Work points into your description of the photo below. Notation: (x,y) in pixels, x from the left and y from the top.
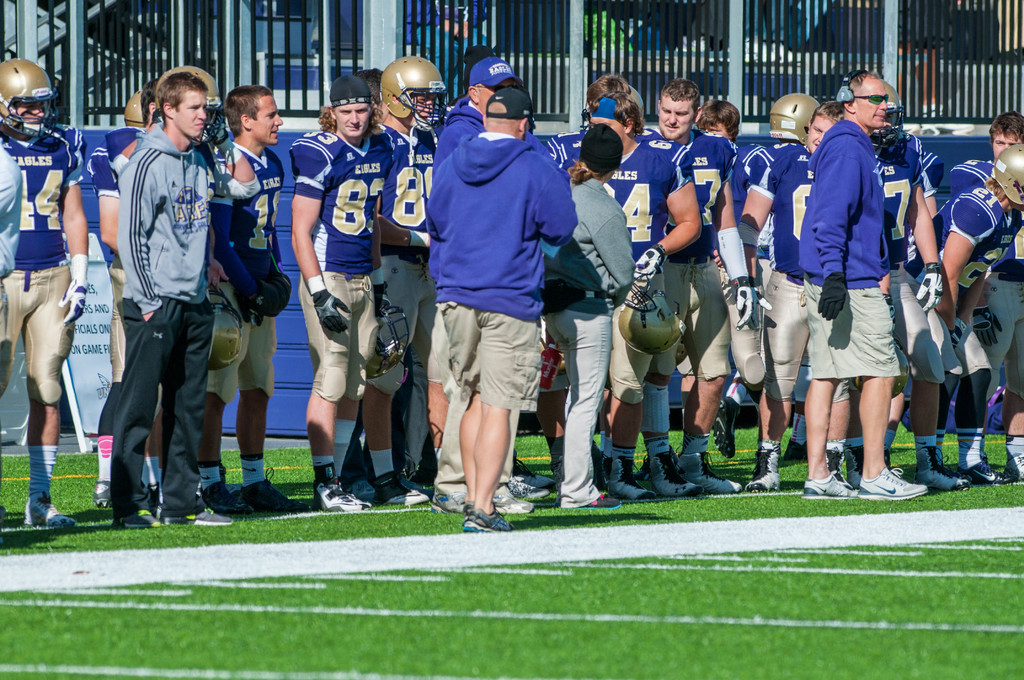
In this picture I can see group of people (592,211) standing with helmets (414,72) and gloves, this is looking like a board (91,312), and in the background (330,7) there are iron grilles (865,59).
